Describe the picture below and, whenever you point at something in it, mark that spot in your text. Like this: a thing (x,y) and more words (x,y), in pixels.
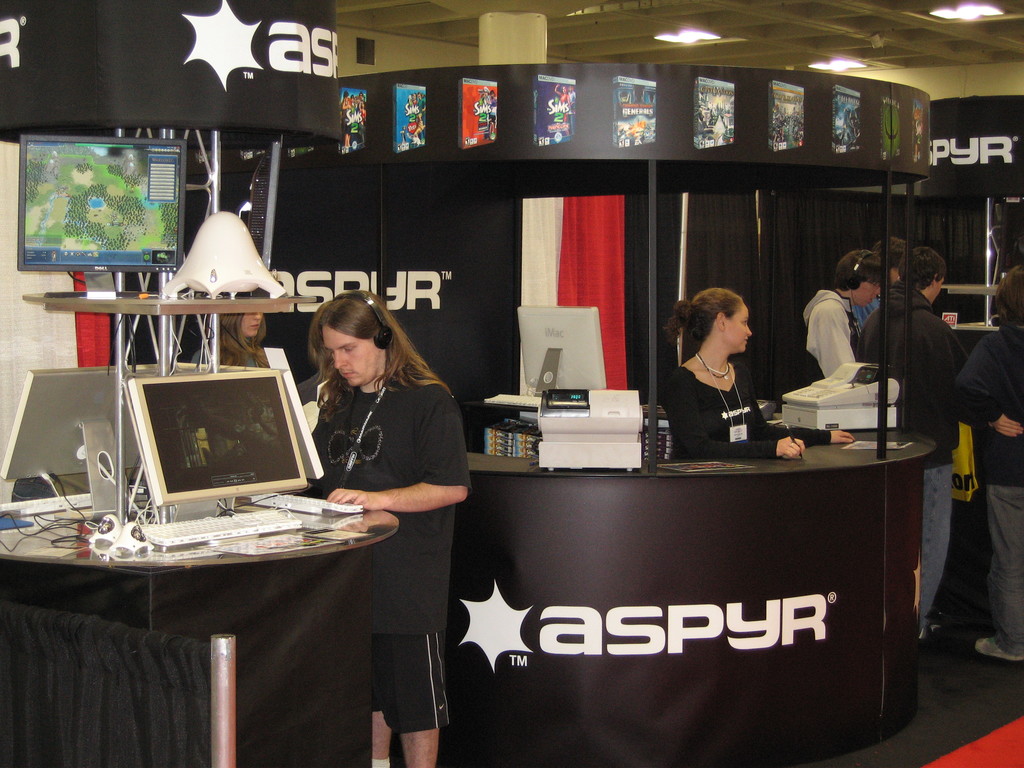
The person (390,444) wearing a black shirt (379,442) is operating a computer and there are group people (717,368) behind him.
